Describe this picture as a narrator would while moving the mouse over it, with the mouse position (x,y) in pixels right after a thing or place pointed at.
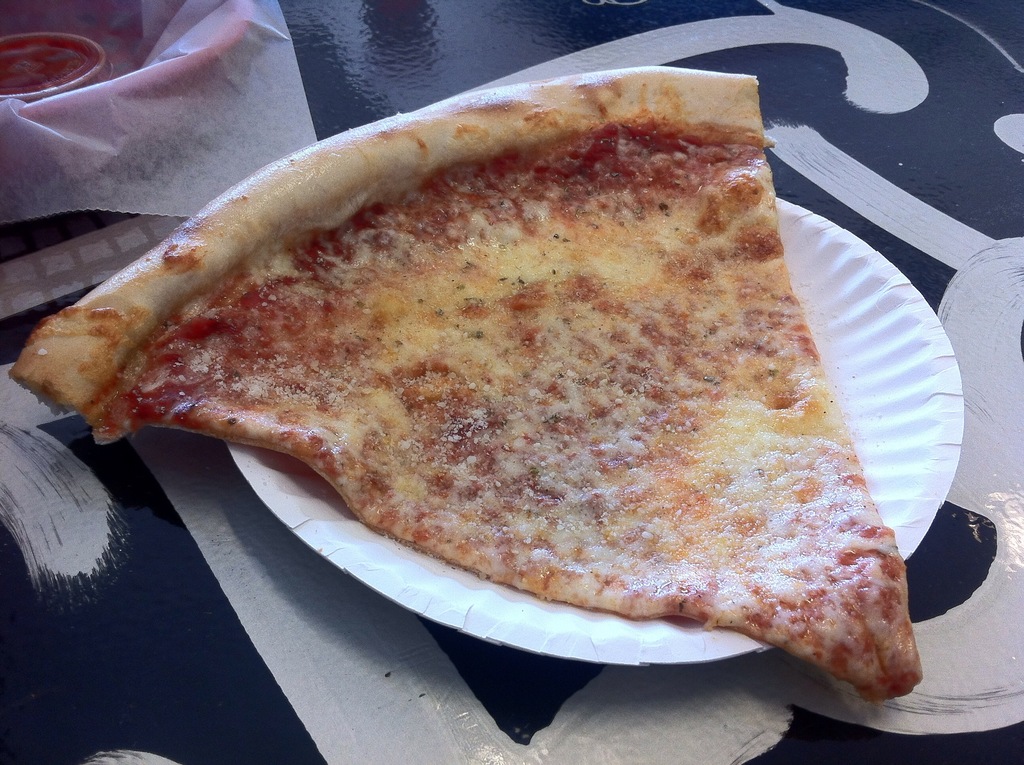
In this image I can see a white colour plate (313,544) and in it I can see a slice of a pizza (682,220). On the top left side of this image (304,129) I can see a white colour paper (15,200) and other things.
